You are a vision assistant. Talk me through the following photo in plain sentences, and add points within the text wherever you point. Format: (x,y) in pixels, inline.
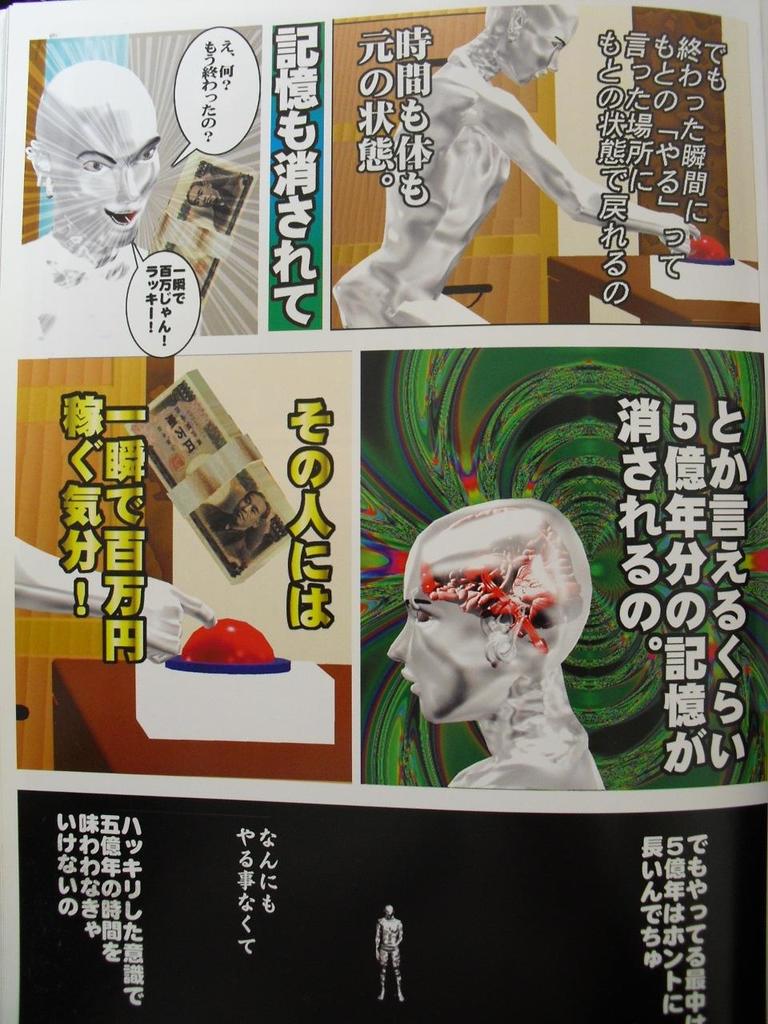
In this image we can see the collage picture with text (283,296) and images (387,358).
